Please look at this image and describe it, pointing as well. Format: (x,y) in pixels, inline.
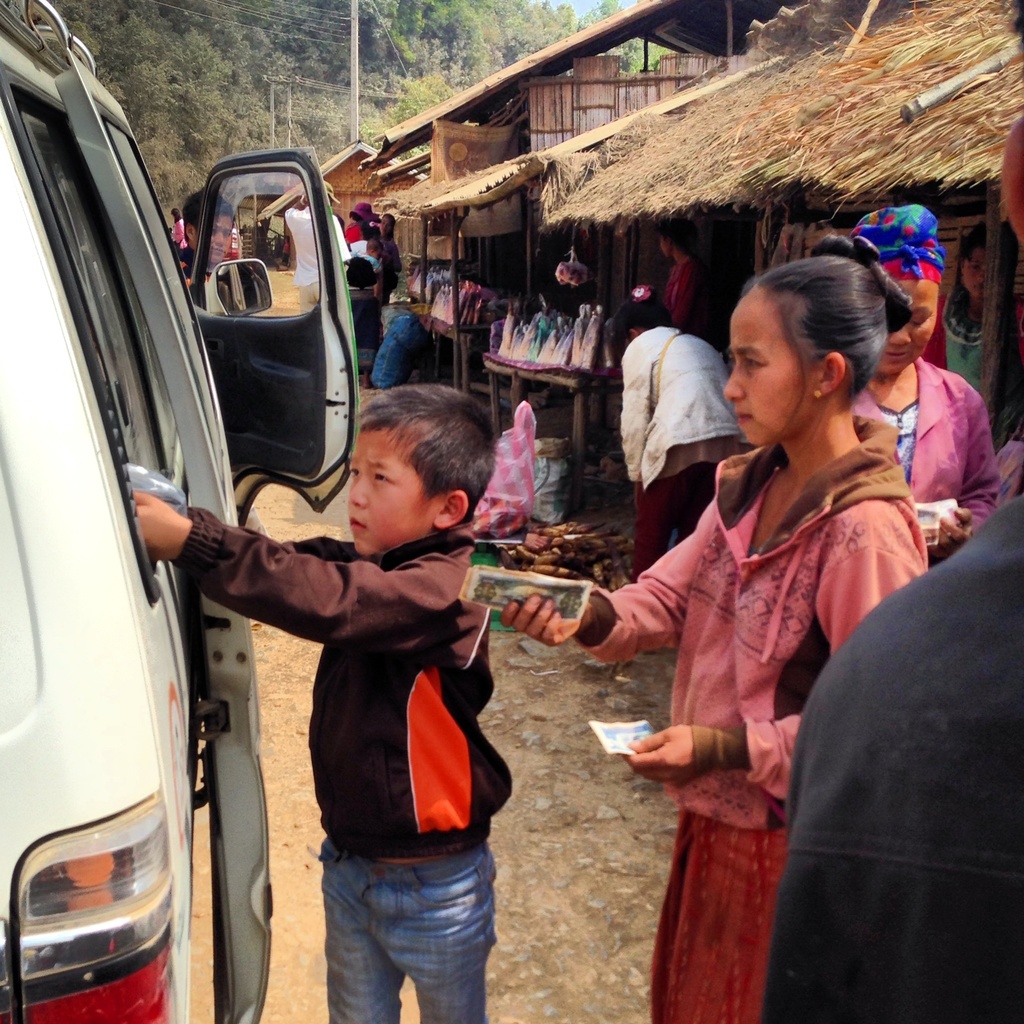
In this image there is a car (143,815) on a road (278,782) and people (431,564) standing near a car (220,930), in the background (513,198) there are houses (461,138) and trees (334,107).
